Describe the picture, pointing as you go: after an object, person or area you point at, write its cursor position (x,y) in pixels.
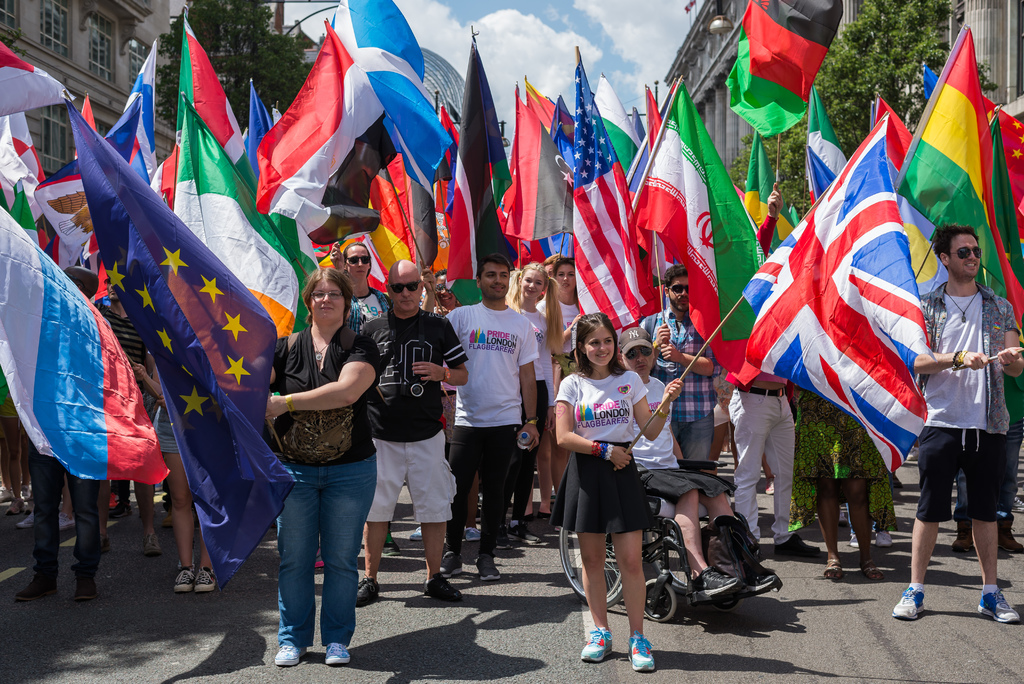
Here in this picture we can see number of people (511,303) standing on the road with flag posts (311,232) in their hands (338,259) and cheering over there, as we can see smile on their faces (332,314) and in the middle (653,391) we can see a person (652,378) sitting on a wheel chair (561,543) present over there and we can see buildings (121,58) present on the either side of them and we can also see trees (800,140) present over there and we can see clouds (538,40) in the sky (494,73) over there.
